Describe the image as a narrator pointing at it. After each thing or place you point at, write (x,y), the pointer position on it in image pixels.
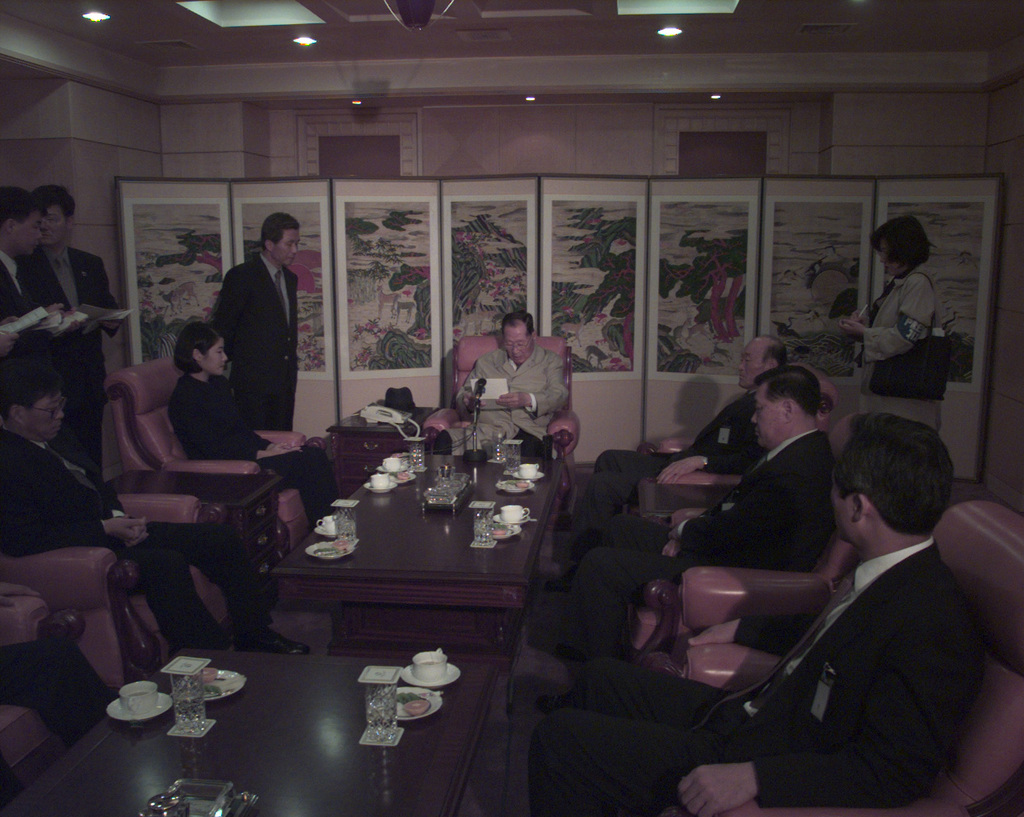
This is the picture of a room (395,242). In this image there are group of people (862,769) sitting and there are group of people (98,277) standing and holding the objects (878,387). There are glasses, cups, saucers (445,674), bowls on the table (358,584) and there is a microphone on the table (485,607). At the back (357,427) there is a telephone (387,416) and there is a hat (397,396) on the table (377,433). At the back (394,360) there are pictures (517,276) on the wall (1019,148). At the top (185,1) there are lights (687,14).
